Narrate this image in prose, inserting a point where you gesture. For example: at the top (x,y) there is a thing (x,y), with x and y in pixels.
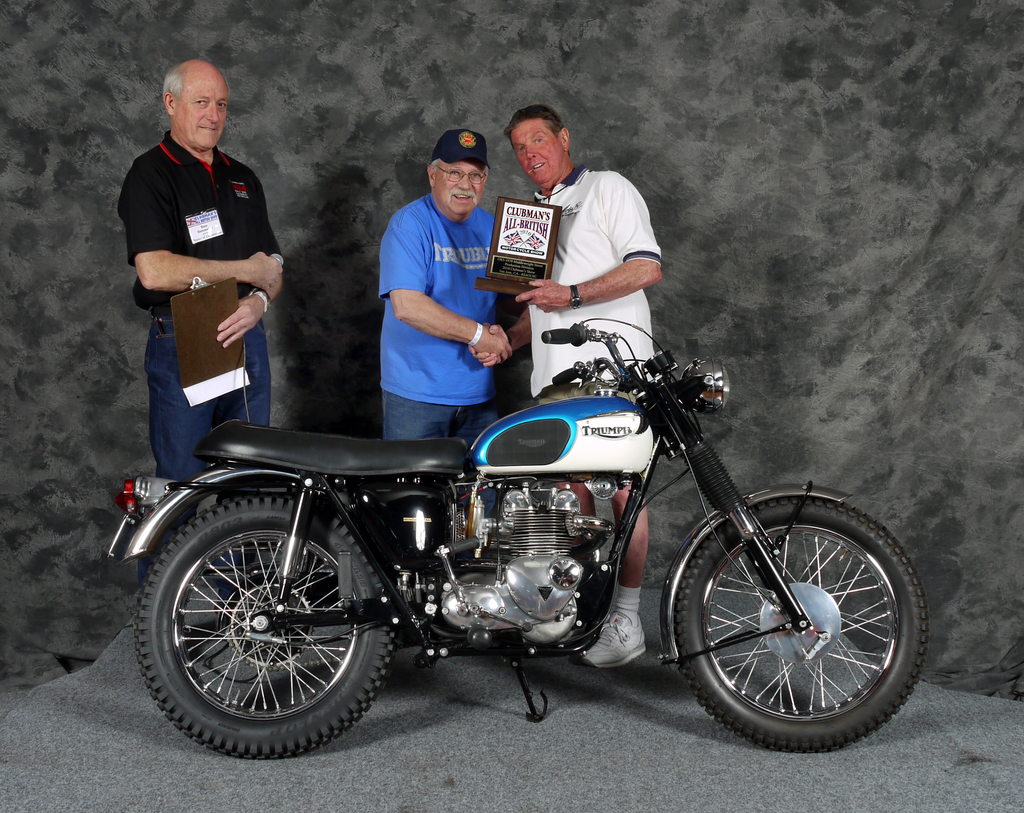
In this image there are three people (558,288) holding an object (528,245) are standing behind a bike (702,551).
